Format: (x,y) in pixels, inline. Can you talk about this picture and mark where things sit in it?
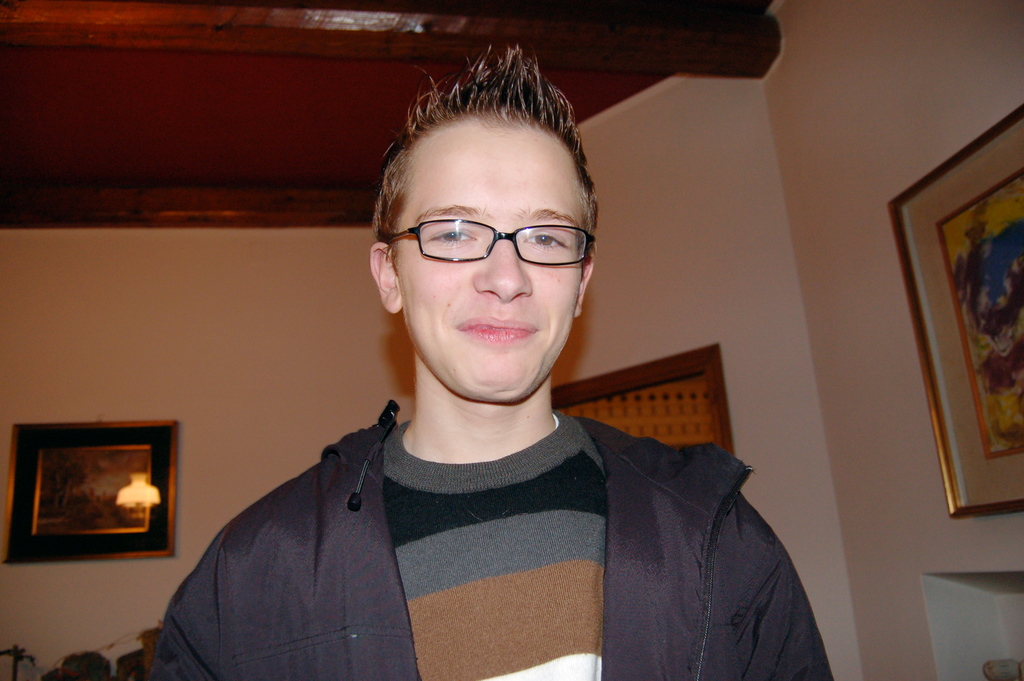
In this image we can see a person (491,495) standing with a smile (471,324) on his face (462,303), behind him there are frames (913,277) hanging on the wall (818,307). On the bottom left side (81,671) there are few objects (69,667). At the top (94,152) there is a wooden ceiling (387,72).
